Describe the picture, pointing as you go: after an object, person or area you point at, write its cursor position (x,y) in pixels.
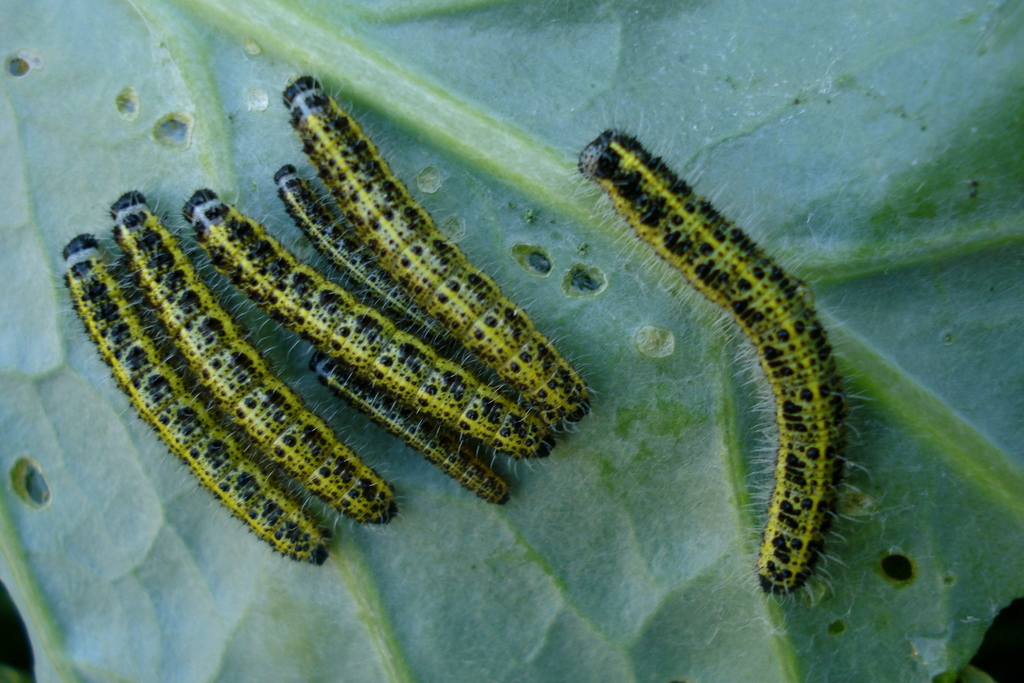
In this picture I can see caterpillars (386,340) on a green color leaf (214,285).
